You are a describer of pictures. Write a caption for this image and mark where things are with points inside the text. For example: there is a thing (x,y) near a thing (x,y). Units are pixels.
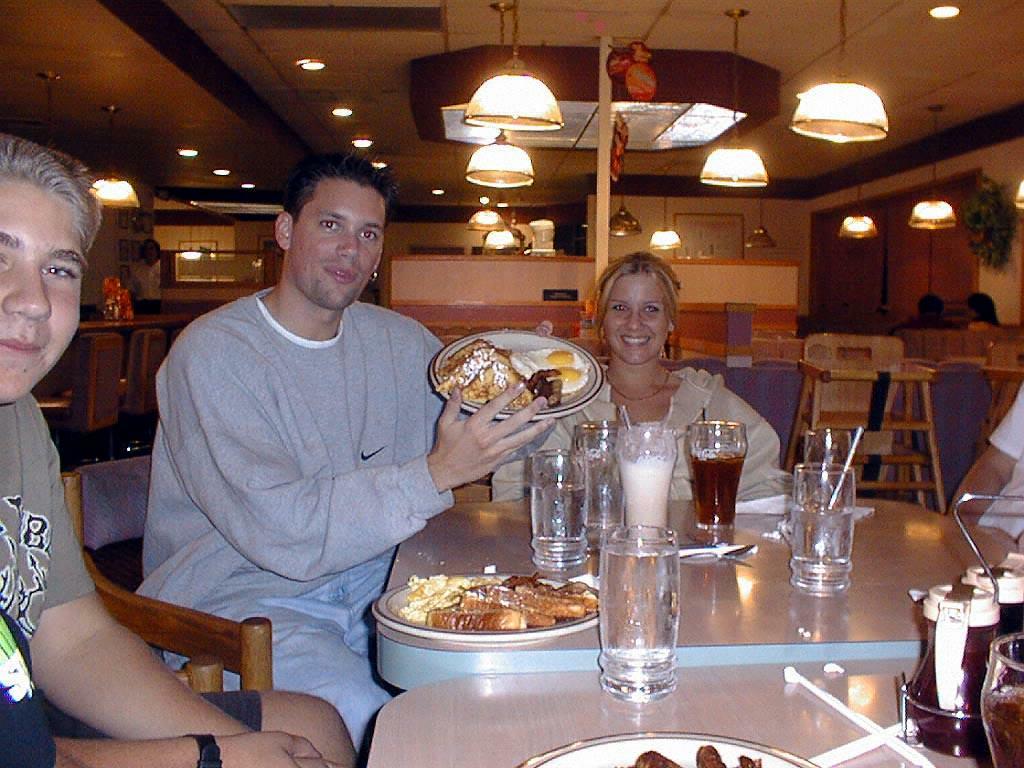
Here in this picture we can see a group of people (666,406) sitting on chairs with table (475,531) in front of them and the person (373,542) in the middle (446,446) is holding a plate (559,410) with food (495,380) in it and we can also see plates of food (532,586) on the table (501,698) and we can see glasses of juice (719,524), water (665,570) and drinks (611,505) present on the table (789,626) over there and we can see all of them are smiling and behind them also we can see tables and chairs (786,403) present and on the roof (271,49) we can see lights (480,90) present all over there.
